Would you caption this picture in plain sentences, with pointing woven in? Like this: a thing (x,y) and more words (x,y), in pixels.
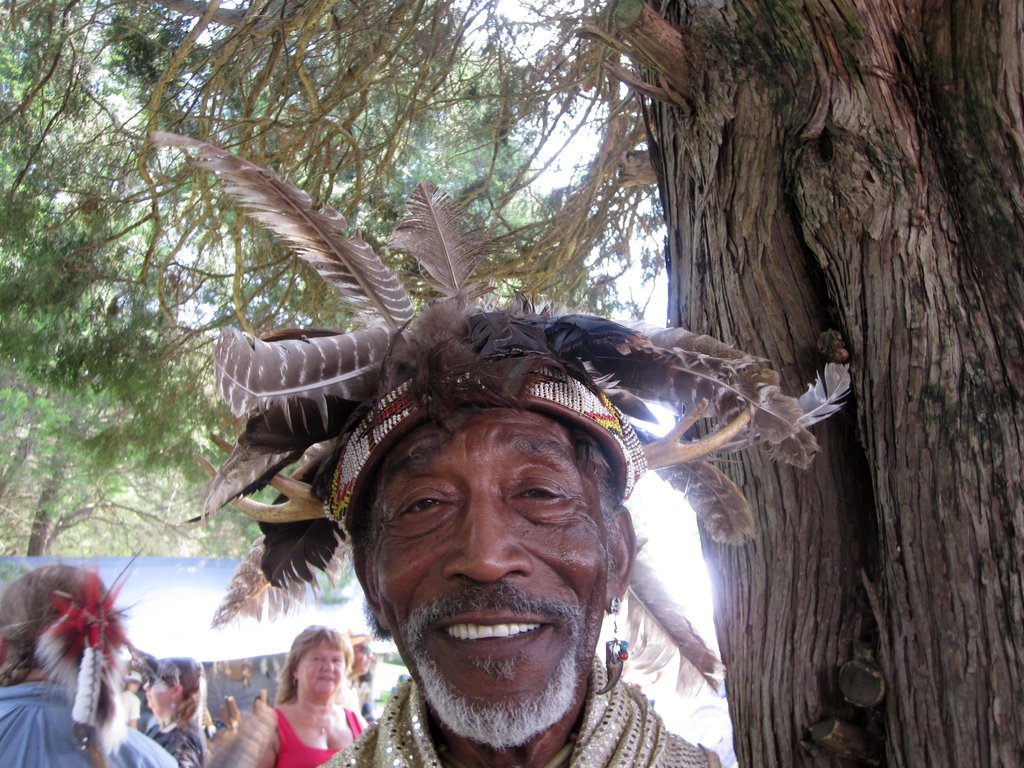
In this image there is a person (325,516) with feathers (351,418) that is smiling, and in the background (308,596) there are group of people (191,701) standing, stall (254,623), trees (148,361).
